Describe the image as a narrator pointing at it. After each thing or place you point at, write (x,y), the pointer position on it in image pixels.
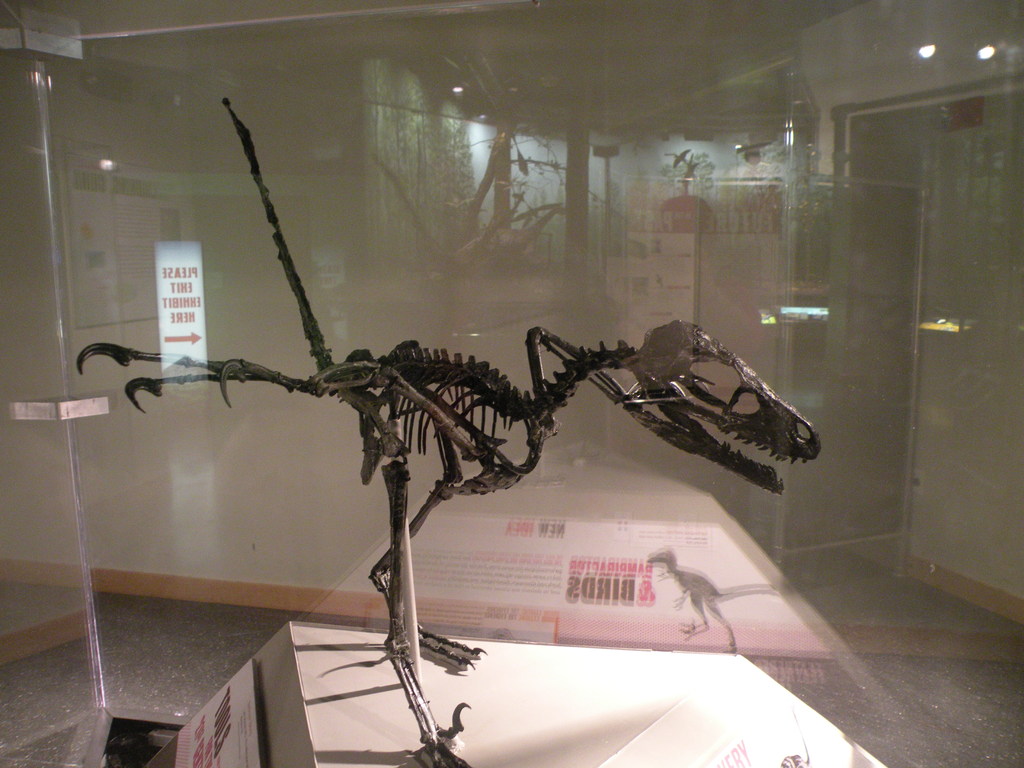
In this picture there is a dinosaur skeleton (213,377) in the center of the image (428,381), inside a glass box (314,296).
